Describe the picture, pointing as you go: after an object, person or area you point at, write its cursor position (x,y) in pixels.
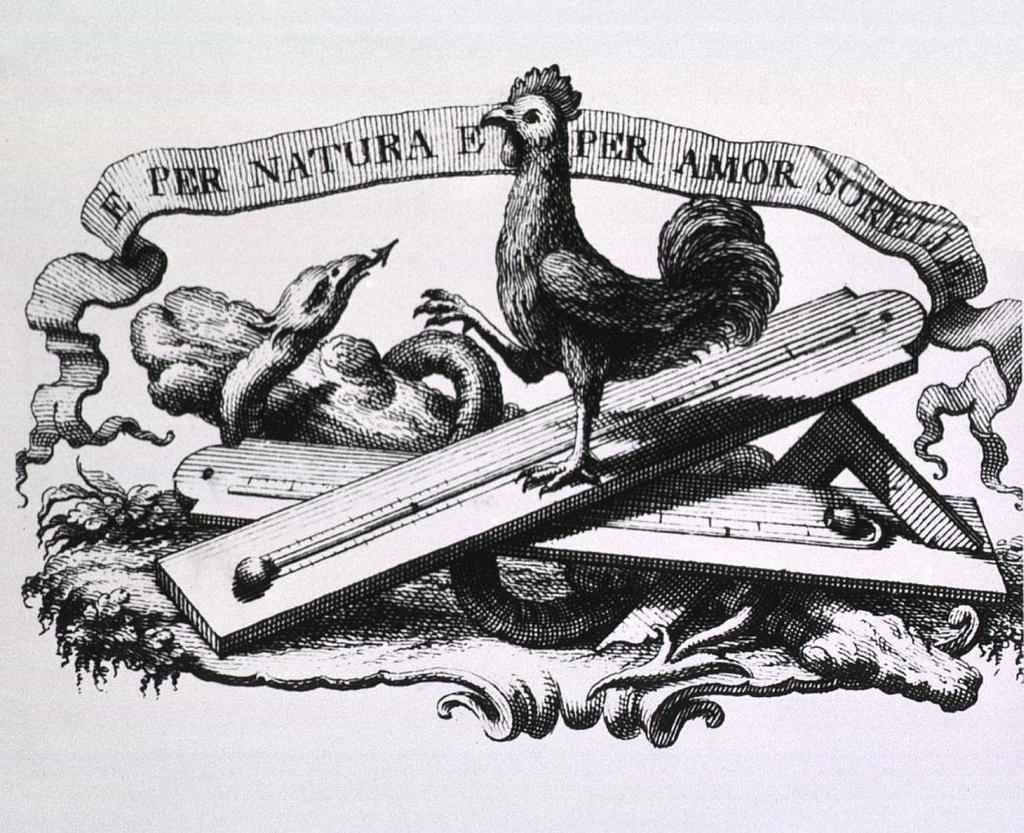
In this image I can see depiction of a cock (545,305) and of a snake (235,420). I can also see something is written over here and I can see this image is black and white in colour.
